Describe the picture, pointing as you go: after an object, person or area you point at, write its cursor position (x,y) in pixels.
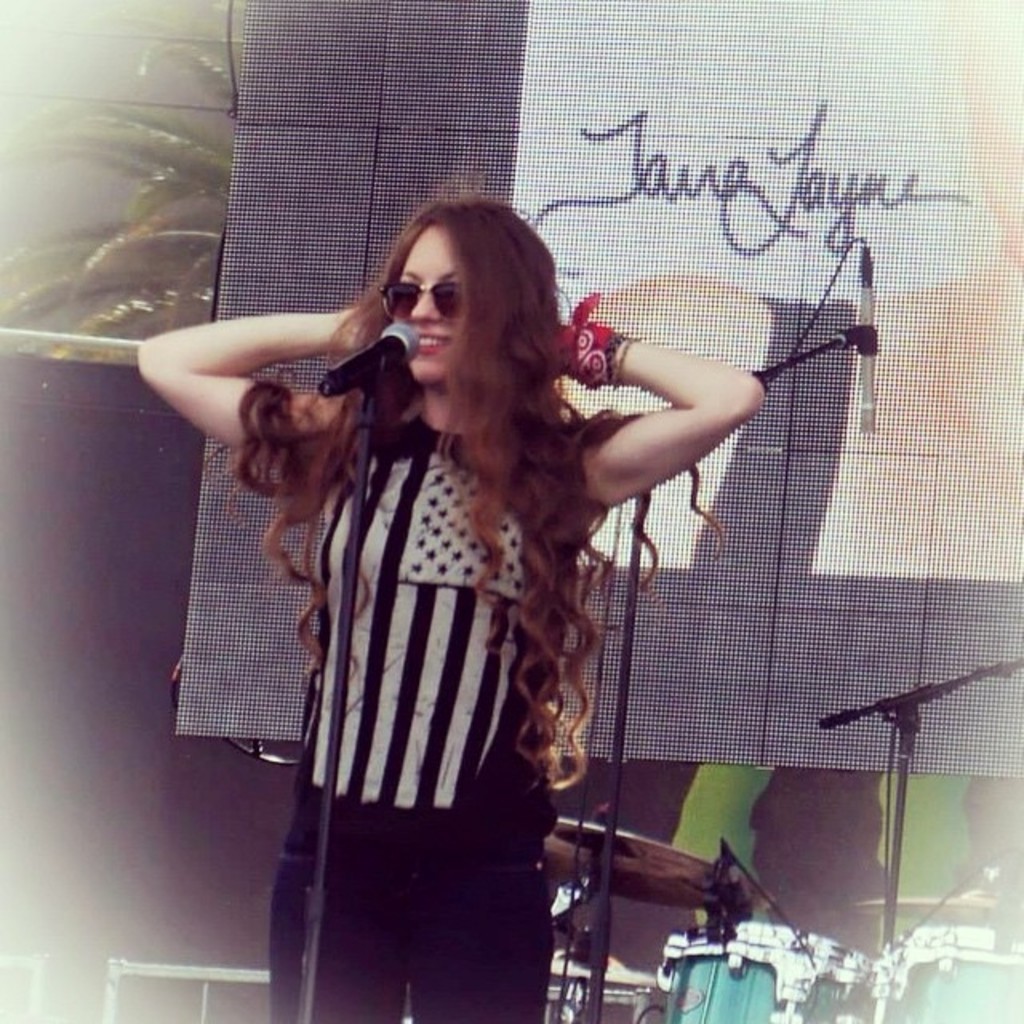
In this image we can see a woman (339,450) standing on the floor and a mike stand (366,416) in front of her. In the background (353,136) we can see a display screen (672,72), musical instruments (790,978) and plants (197,271).
